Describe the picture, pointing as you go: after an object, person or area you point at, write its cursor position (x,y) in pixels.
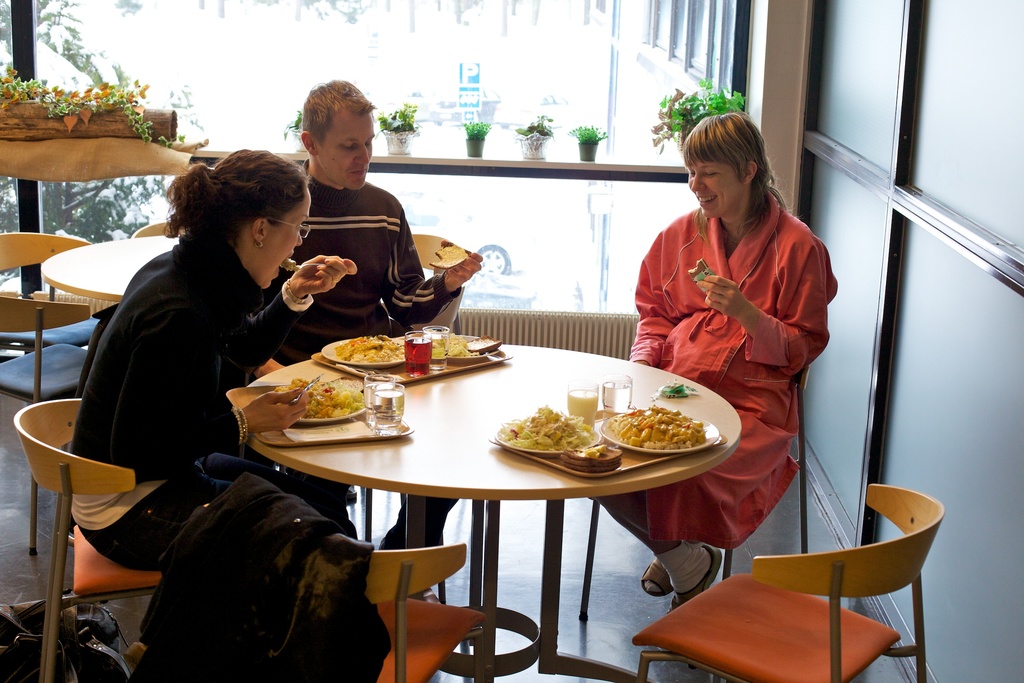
In the image we can see there are three people (686,323) wearing clothes (141,313) and they are sitting on the chair (91,485). There are many chairs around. There is a table (435,490) on the table (445,479), we can see plates (619,440), food (569,457) on a plate (553,450) and glasses (386,429). There is even a glass window (610,32), out of the window (383,80) we can see trees (87,64). There is a hand bag (103,645) kept on the floor (509,540) and this is a plant (587,129).
